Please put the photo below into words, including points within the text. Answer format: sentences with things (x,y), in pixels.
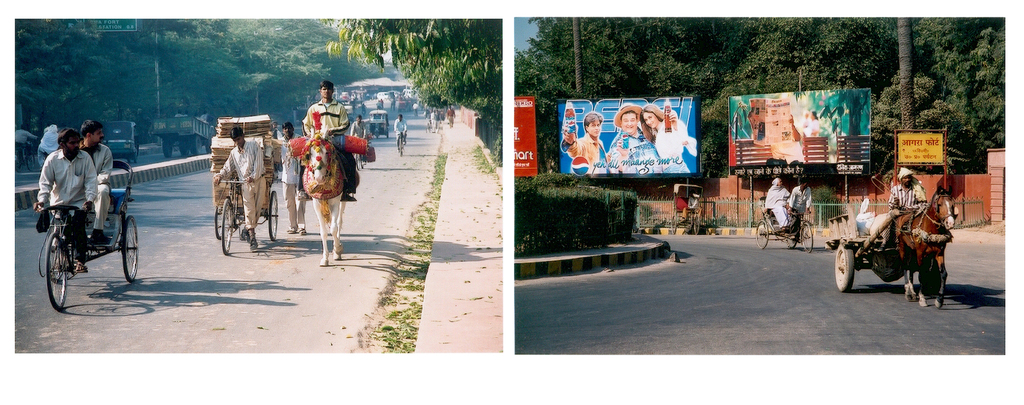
In this image two collage photos of roads (622,272). On these roads (406,220) I can see number of vehicles (205,135), people (232,150), horses (332,156), number of boards (937,137) and on these boards (563,126) I can see something is written. I can also see number of trees (612,86) on the both images and on the right side of the image (861,247) I can see a horse cart (874,246).
